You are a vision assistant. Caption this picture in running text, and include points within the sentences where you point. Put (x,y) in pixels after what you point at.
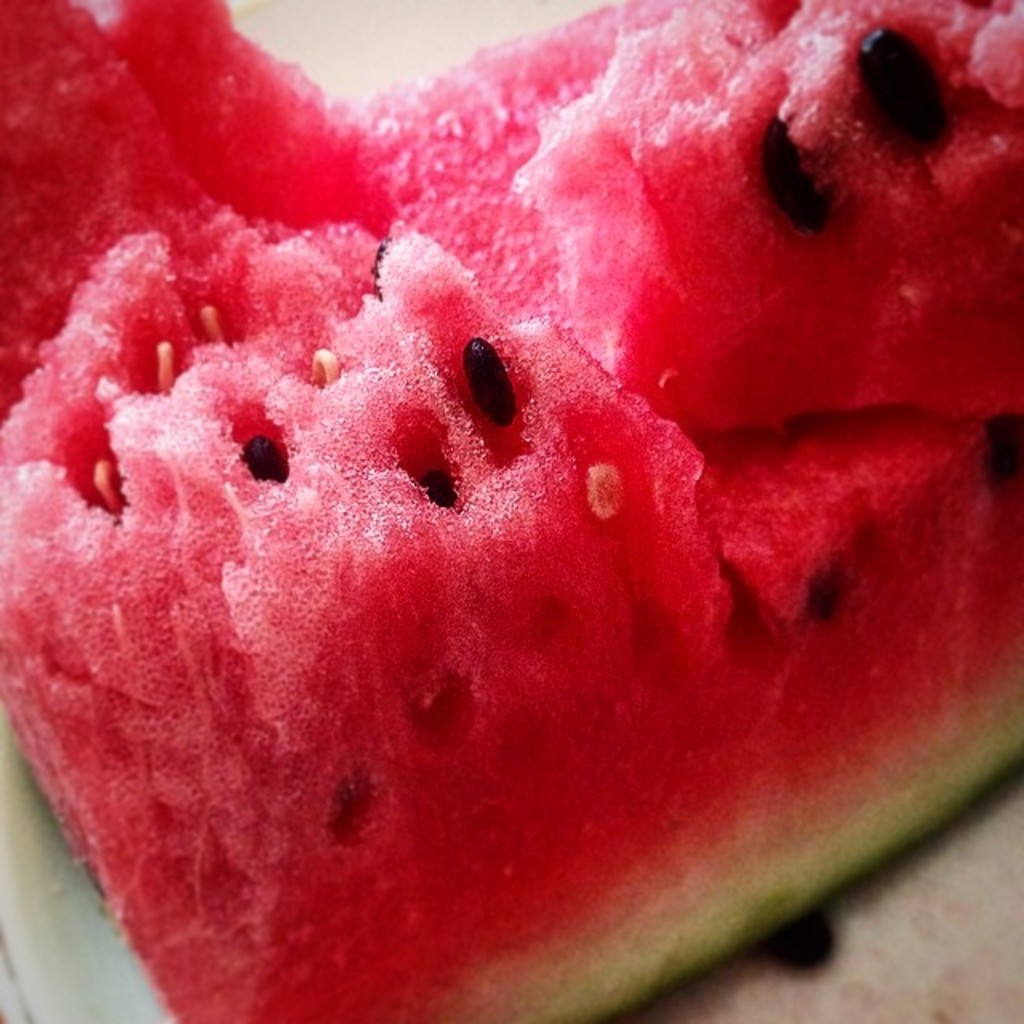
In the center of the image (484,569) we can see a slice of watermelon (441,616) and also we can see some seeds (481,357).
